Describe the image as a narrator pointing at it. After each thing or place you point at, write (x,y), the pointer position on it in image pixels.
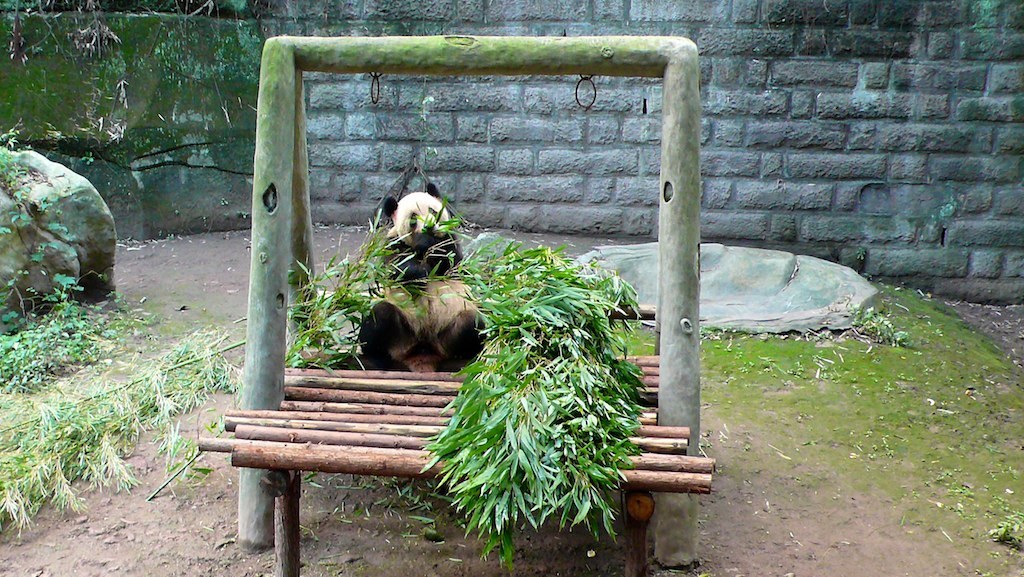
In this picture there is a panda (398,248) sitting on wooden platform (674,440) and we can see stand (678,418), handles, leaves (524,408), stems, algae (843,348) and rocks (828,267). In the background of the image (780,89) we can see wall (822,127).
